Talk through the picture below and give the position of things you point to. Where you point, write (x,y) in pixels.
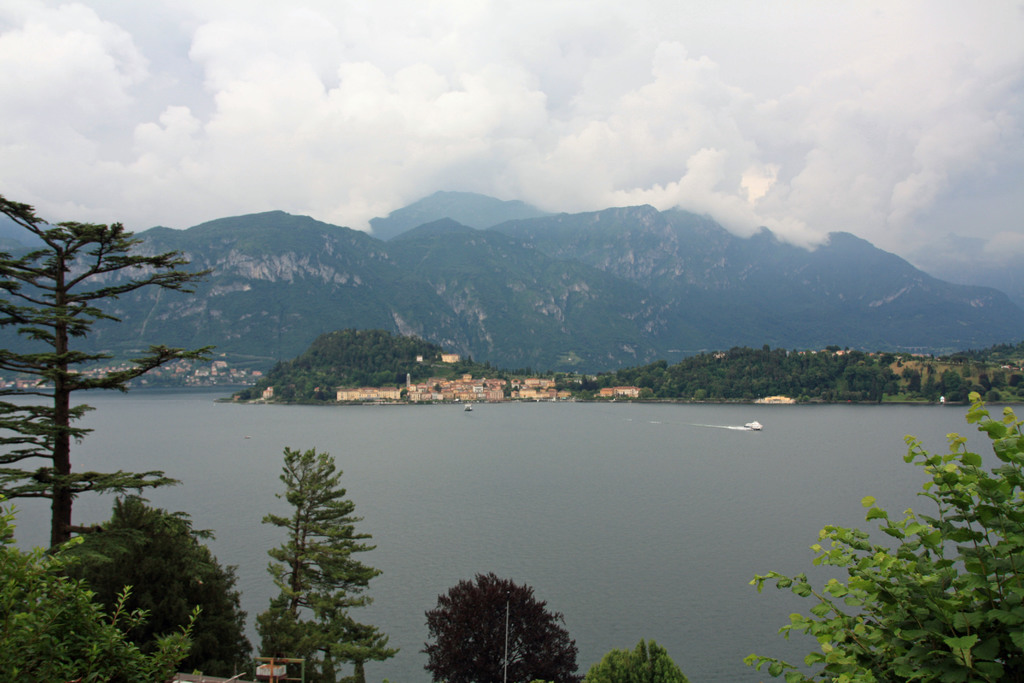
There is a water (624,480). On the sides there are trees (883,630). In the back (557,387) there are trees (690,372), hills (647,233) and sky (507,123) with clouds (390,101).
